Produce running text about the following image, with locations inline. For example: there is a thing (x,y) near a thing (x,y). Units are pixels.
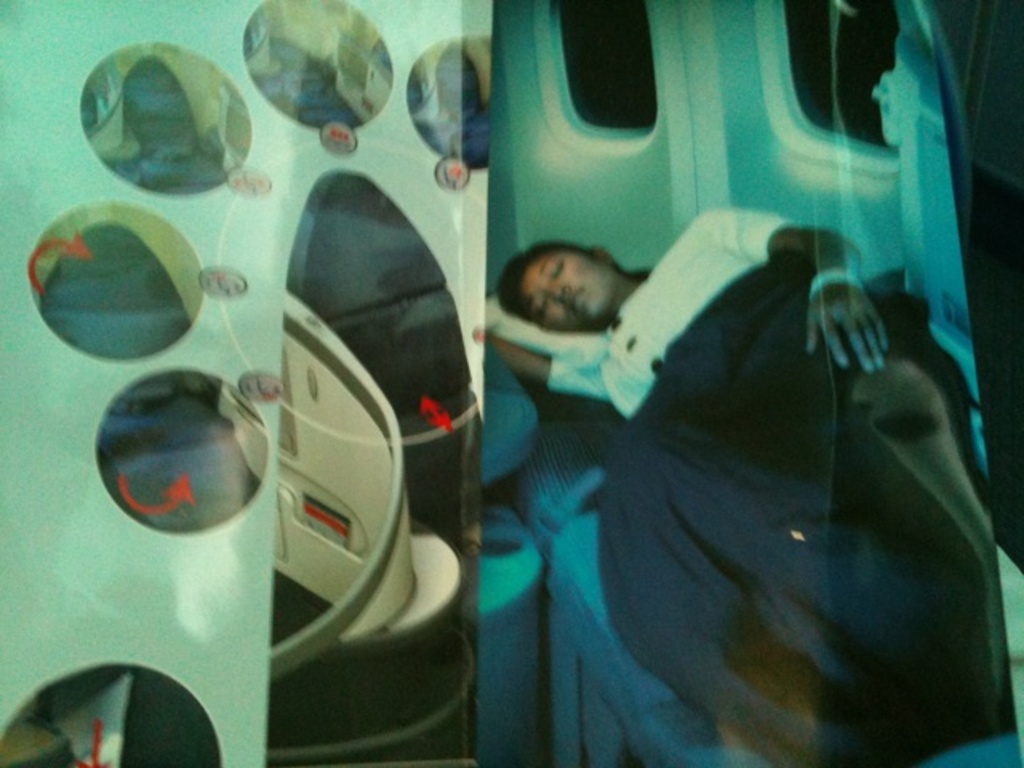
In this image, we can see a person (652,374) is sleeping on the bed (606,626). Here we can see a cloth (784,463) is there. Left side of the image (326,188), we can see some sticker (128,345). Top of the image (811,162), there are few windows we can see.
